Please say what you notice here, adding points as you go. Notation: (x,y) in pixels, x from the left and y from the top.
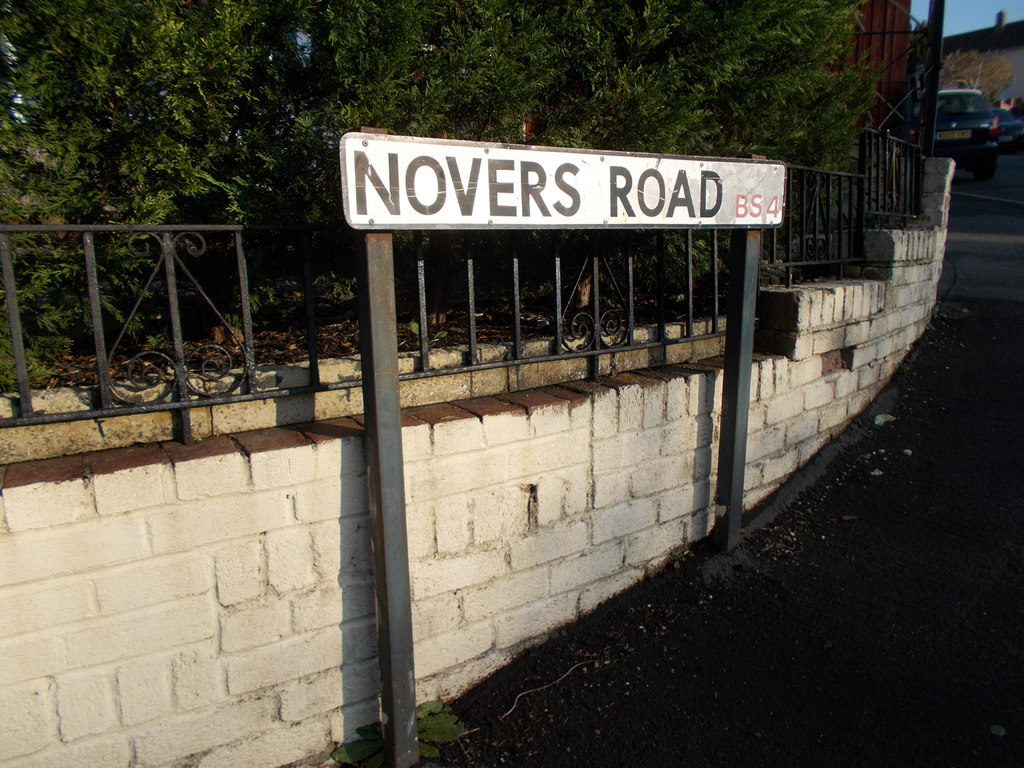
At the bottom of the image (692,641) there is road (679,645). On the road (502,679) there are poles (384,287) with a board (712,223). Behind the board (698,214) there is a wall (773,409) with fencing (99,230). Behind the fencing (909,193) there are trees (679,38). In the top right corner of the image (938,122) there is a car (983,143) on the road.
